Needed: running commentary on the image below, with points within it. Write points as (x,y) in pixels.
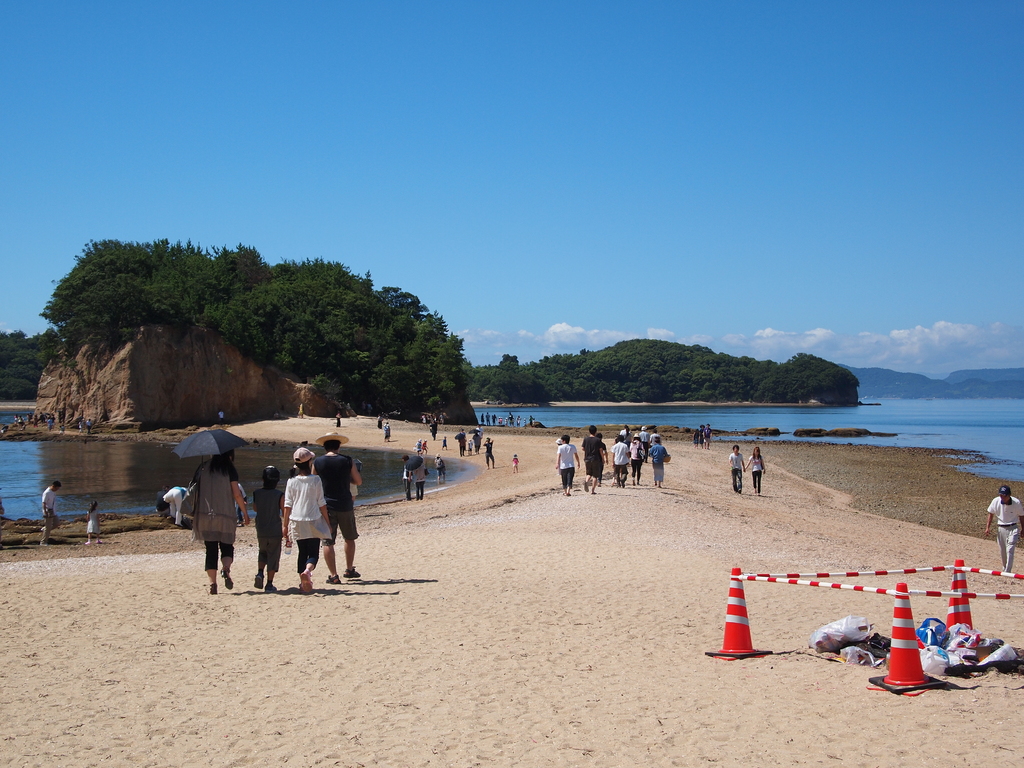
In the picture we can see a sand surface (646,729) on it, we can see many people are walking and on the both the sides of the surface (690,699), we can see water surface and on the sand (706,689), we can see a huge rock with trees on it and in the background (730,236) also we can see many trees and the sky (675,228) with clouds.
